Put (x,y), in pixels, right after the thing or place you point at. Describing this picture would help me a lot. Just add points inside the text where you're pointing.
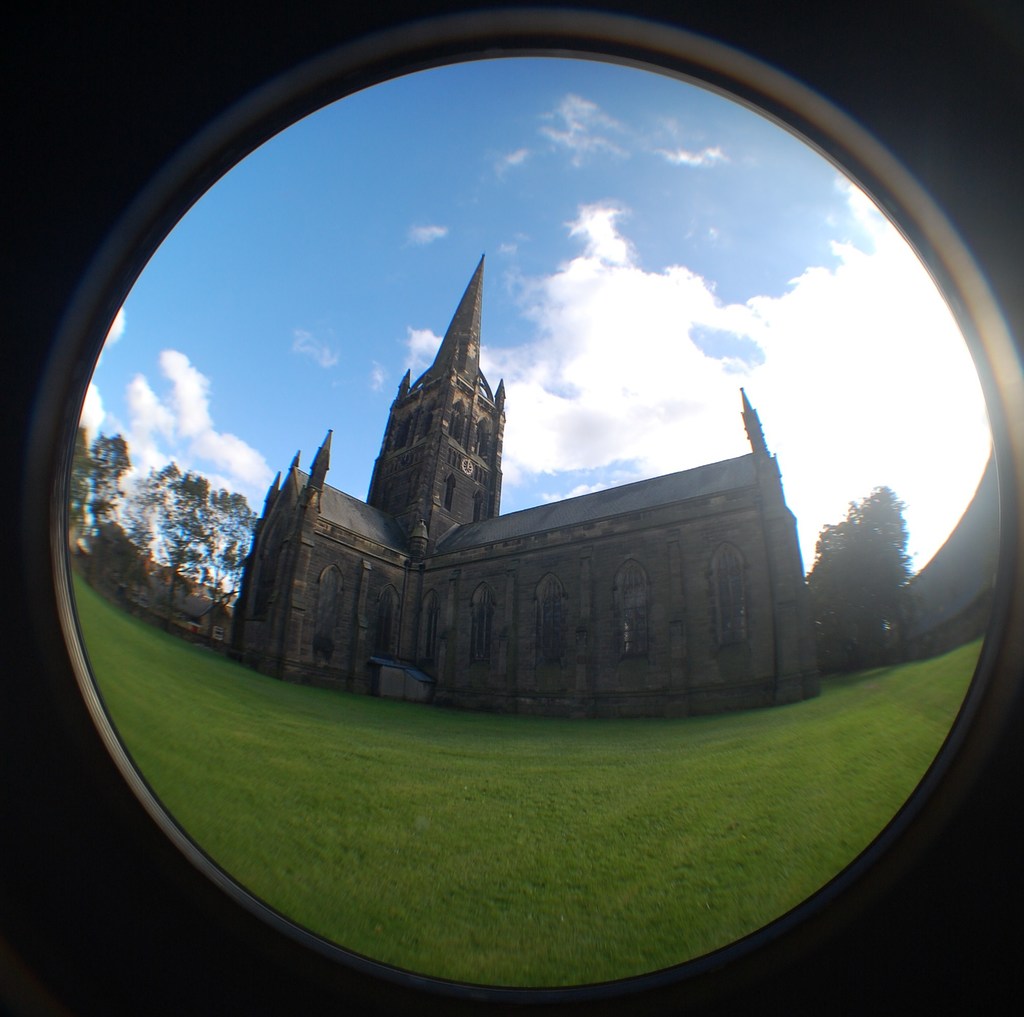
In the picture there is a building (469,491) near to the building (465,523) on the ground (392,787) we can see grass (481,774) there are some trees (181,537) near to the building (319,541) there is a cloudy sky (713,315), we can see this through a glass (590,551).
